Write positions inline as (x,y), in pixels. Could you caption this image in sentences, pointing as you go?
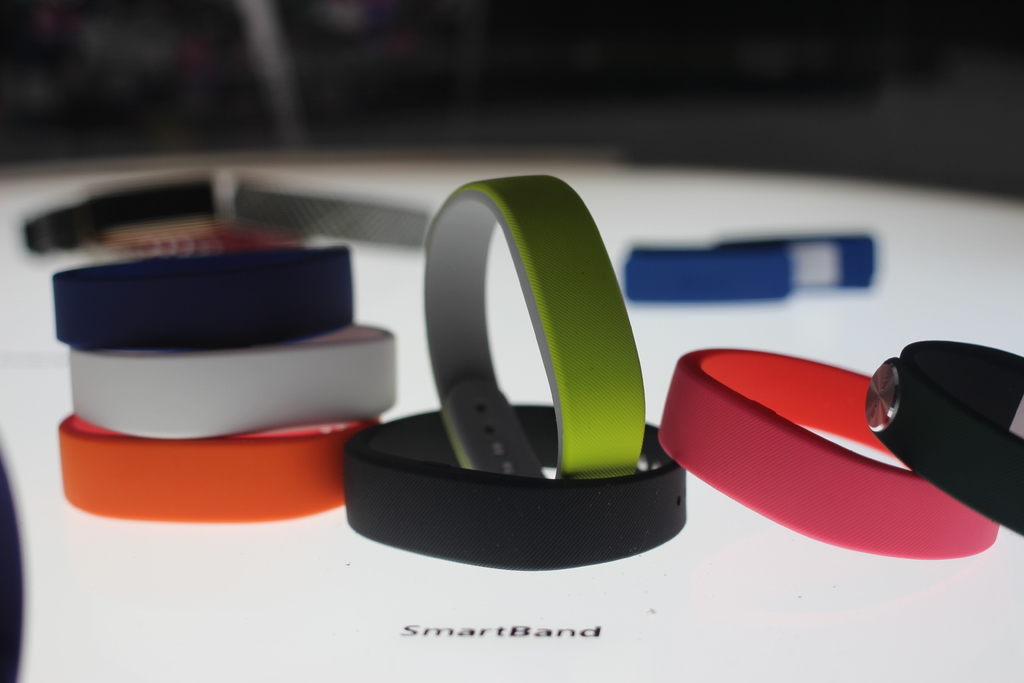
The picture consists of various colors of smart bands (482,414) on a white surface (661,584). The background (579,92) is blurred.
